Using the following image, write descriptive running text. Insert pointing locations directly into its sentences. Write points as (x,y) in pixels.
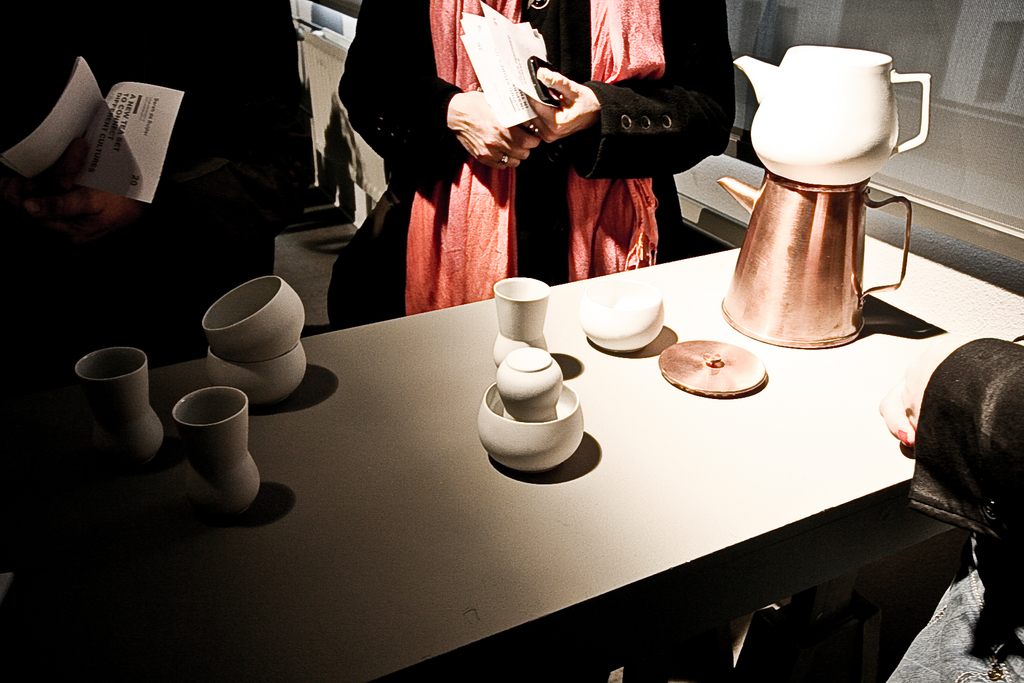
We can see bowl (248,364), cups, jar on the table (591,429) and these persons (478,112) are standing and holding papers (117,171).
